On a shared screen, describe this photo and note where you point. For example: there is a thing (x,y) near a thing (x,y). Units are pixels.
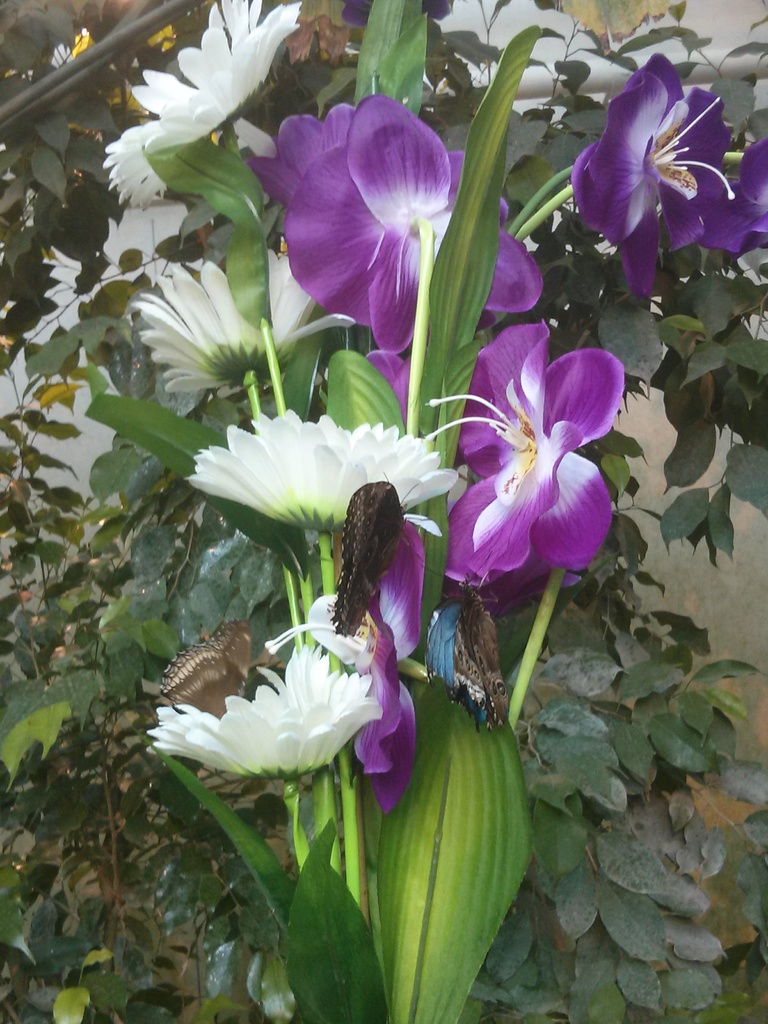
In this picture we can see plants (329,778) with flowers (187,715) and on the flowers (317,659) there are butterflies (350,549). Behind the plants (329,555) there is a wall (655,476).
